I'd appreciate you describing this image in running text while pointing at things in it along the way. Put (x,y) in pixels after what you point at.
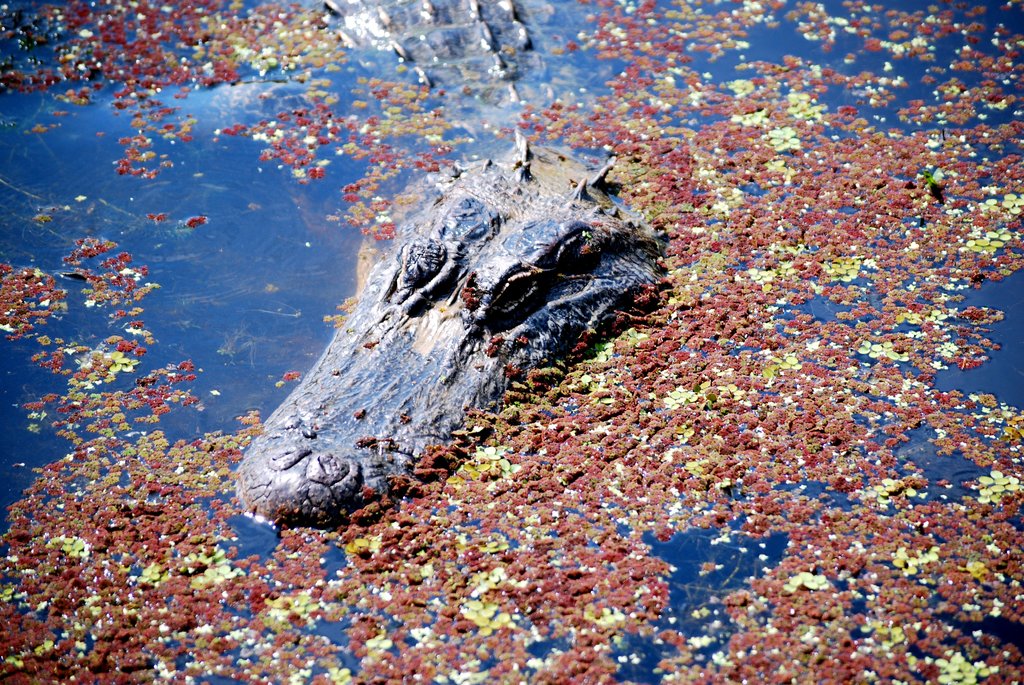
In this picture we can see an alligator (391,247) in the water (472,154). Something is floating on the water (347,288).
